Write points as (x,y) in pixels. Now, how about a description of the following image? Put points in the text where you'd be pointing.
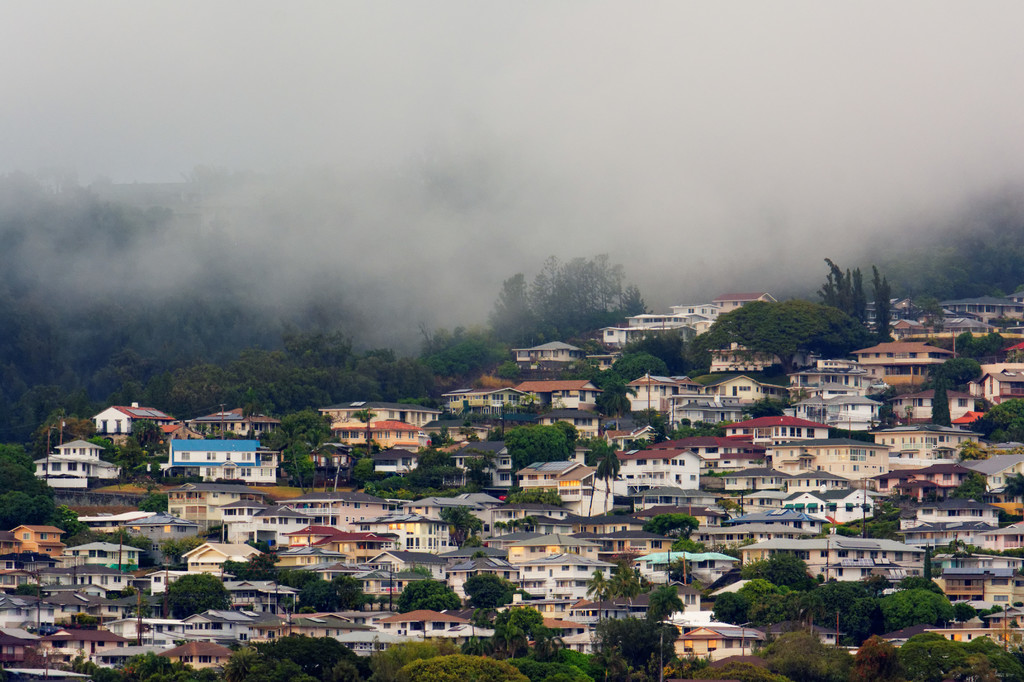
In the image there are houses (677,650) with roofs (680,493), walls (722,482) and windows (918,369). And also there are many trees (56,411). There is fog (634,216) in the image.
